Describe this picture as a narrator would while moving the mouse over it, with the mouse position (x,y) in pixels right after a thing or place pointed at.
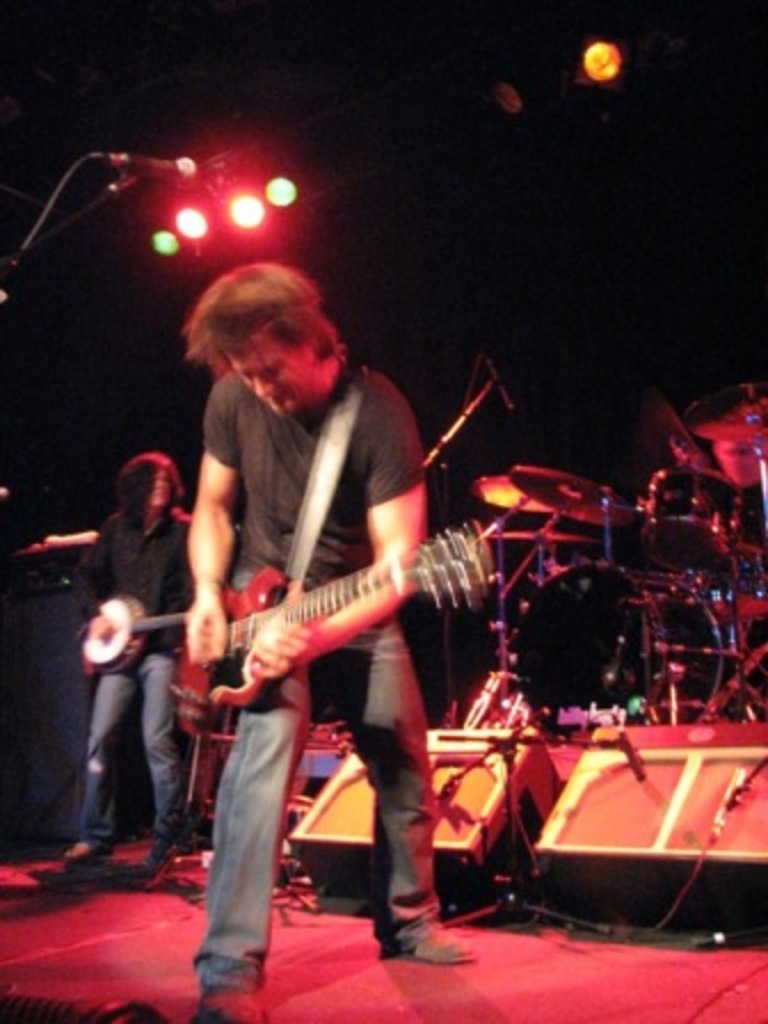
A guy (287,442) who is wearing a black shirt (296,486) is playing a guitar (259,584) and to the left of the image (141,489) a guy (144,538) is playing banjo (120,629). There are many musical instruments (655,618) in the background (669,643) and also a red light (218,209) to the roof (203,208).
